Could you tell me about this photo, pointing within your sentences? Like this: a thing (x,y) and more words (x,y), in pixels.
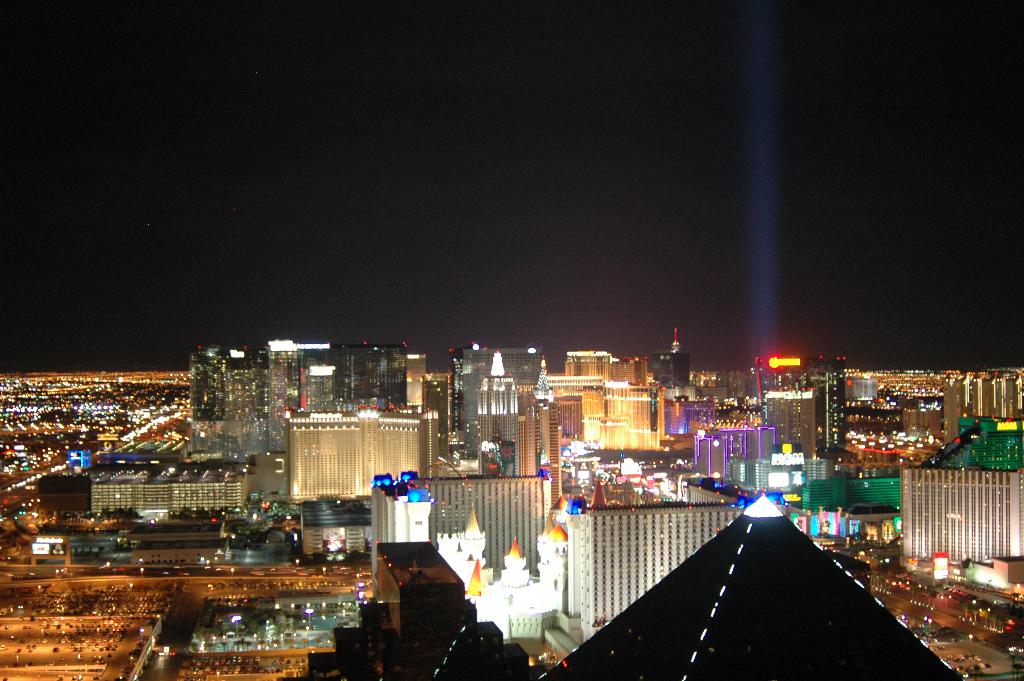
In this image, I can see the view of a city (672,372). These are the buildings (453,384) with the lights (495,369). I can see the roads (190,600). These look like the name boards (770,397), which are at the top of the buildings (797,391).
